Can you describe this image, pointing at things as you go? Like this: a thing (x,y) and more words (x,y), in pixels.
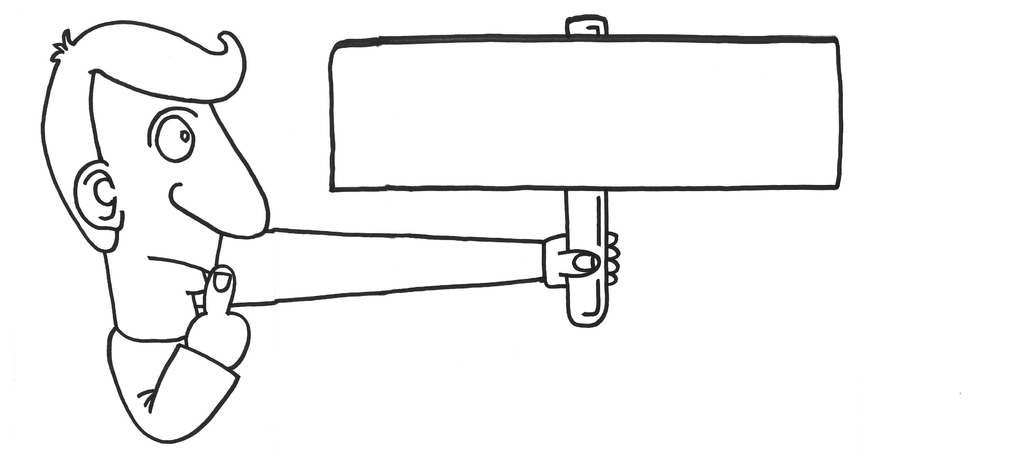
In this image, we can see a sketch (186,145) of a cartoon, holding an object (402,139).
